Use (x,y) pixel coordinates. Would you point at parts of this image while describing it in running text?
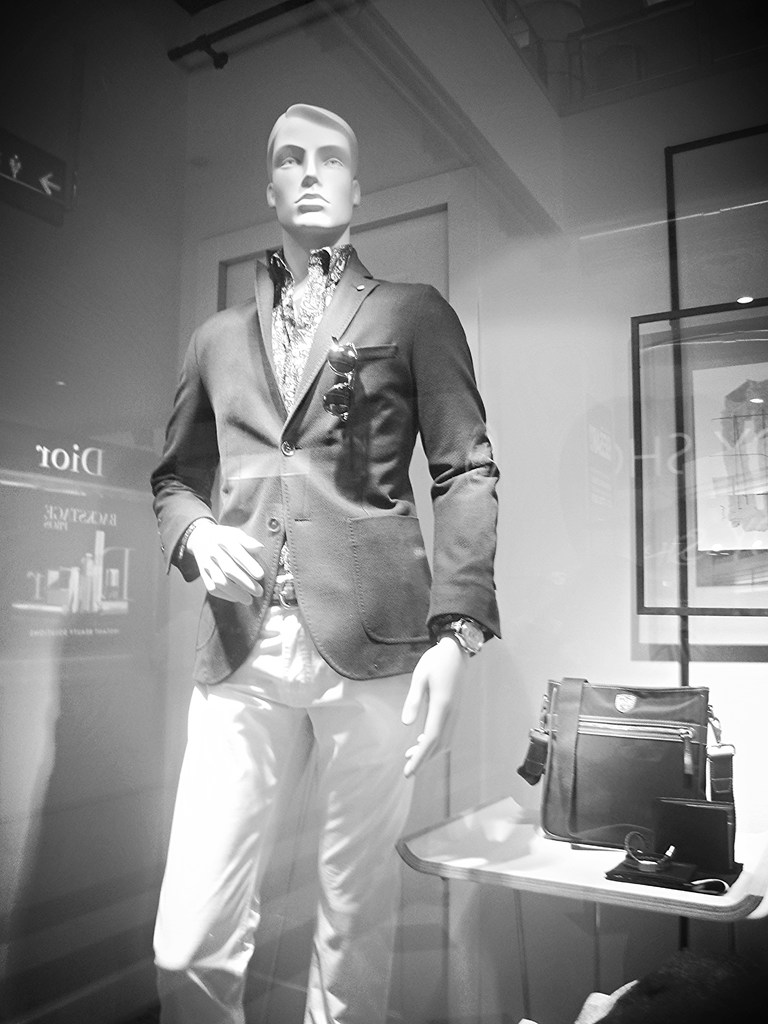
In this picture we can see a mannequin (466,464) and spectacles (344,407), beside to it we can find a bag (615,799) and other things (643,880) on the table (463,858).
